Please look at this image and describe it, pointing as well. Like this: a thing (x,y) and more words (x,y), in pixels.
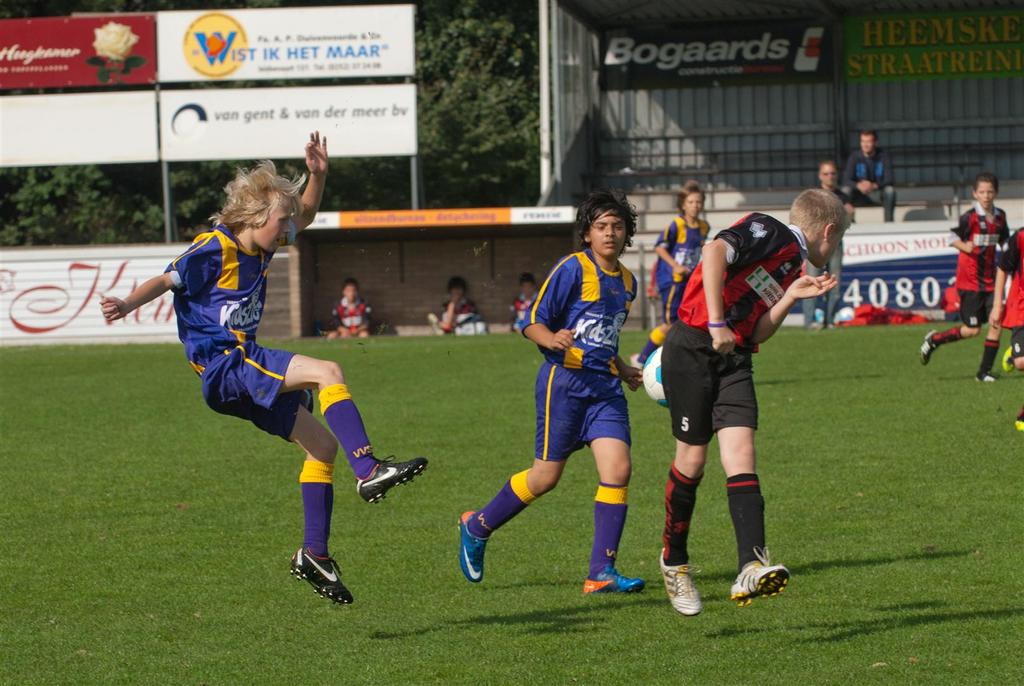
In this image, I can see few people (970,290) walking on the grass (398,520) and a person (315,490) jumping. At the top right side of the image (763,150), I can see a shed (754,150) with benches (728,207) and boards (968,60). At the top left side of the image (269,108), there are boards (214,113) to the poles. I can see three persons (359,325) sitting. In the background (467,162), there are trees (186,194). I can see a football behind a person (730,429).
